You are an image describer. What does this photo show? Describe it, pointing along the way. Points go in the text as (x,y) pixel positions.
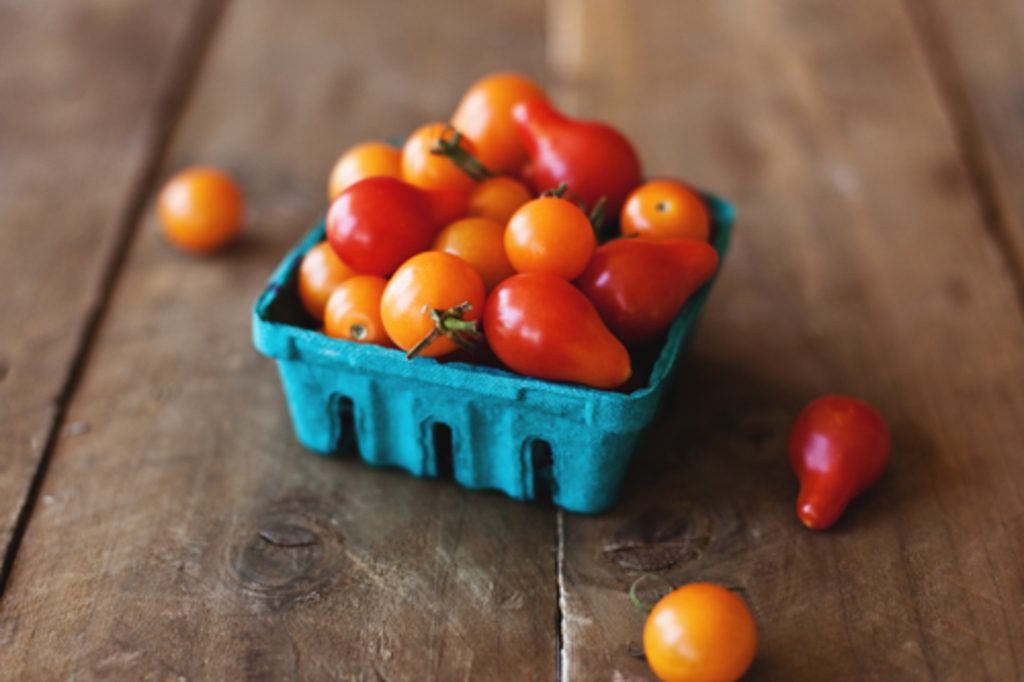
In this image, we can see some tomatoes (490,128) in the container (308,414).
